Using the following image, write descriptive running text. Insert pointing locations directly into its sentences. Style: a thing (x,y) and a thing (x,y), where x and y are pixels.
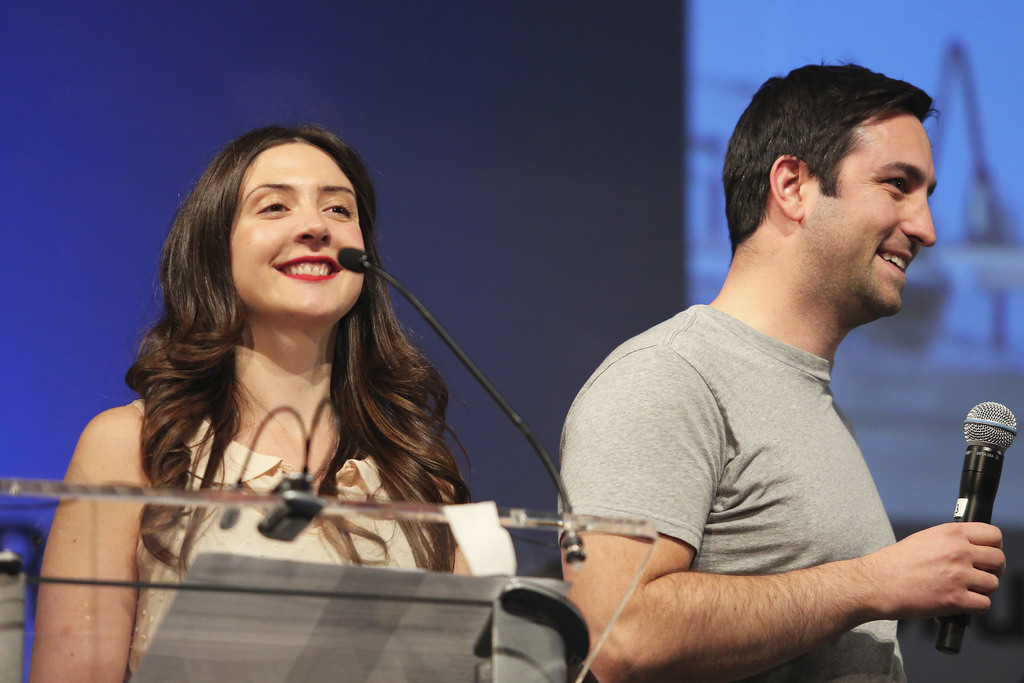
In the image we can see two persons (244,479) on the left (248,451) the lady (285,398) she is smiling. And on the right (830,313) the man (824,327) is also smiling and holding microphone (976,480).
